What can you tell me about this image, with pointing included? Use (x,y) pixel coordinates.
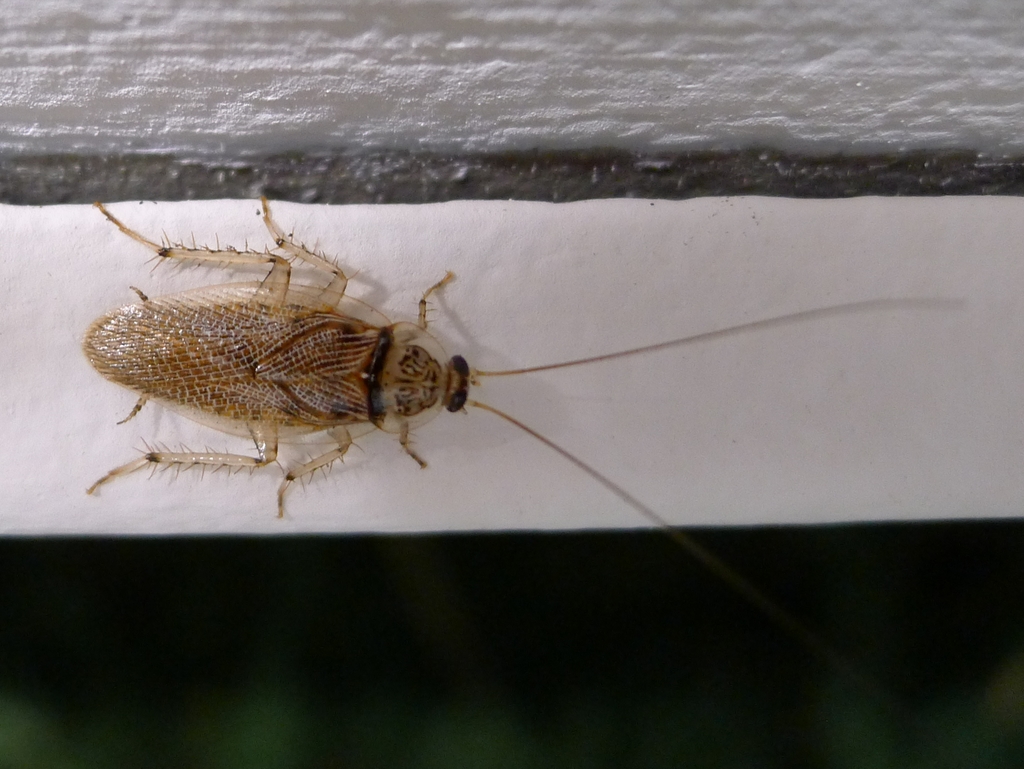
In the image we can see an insect (294,349) on the white sheet (619,441).
